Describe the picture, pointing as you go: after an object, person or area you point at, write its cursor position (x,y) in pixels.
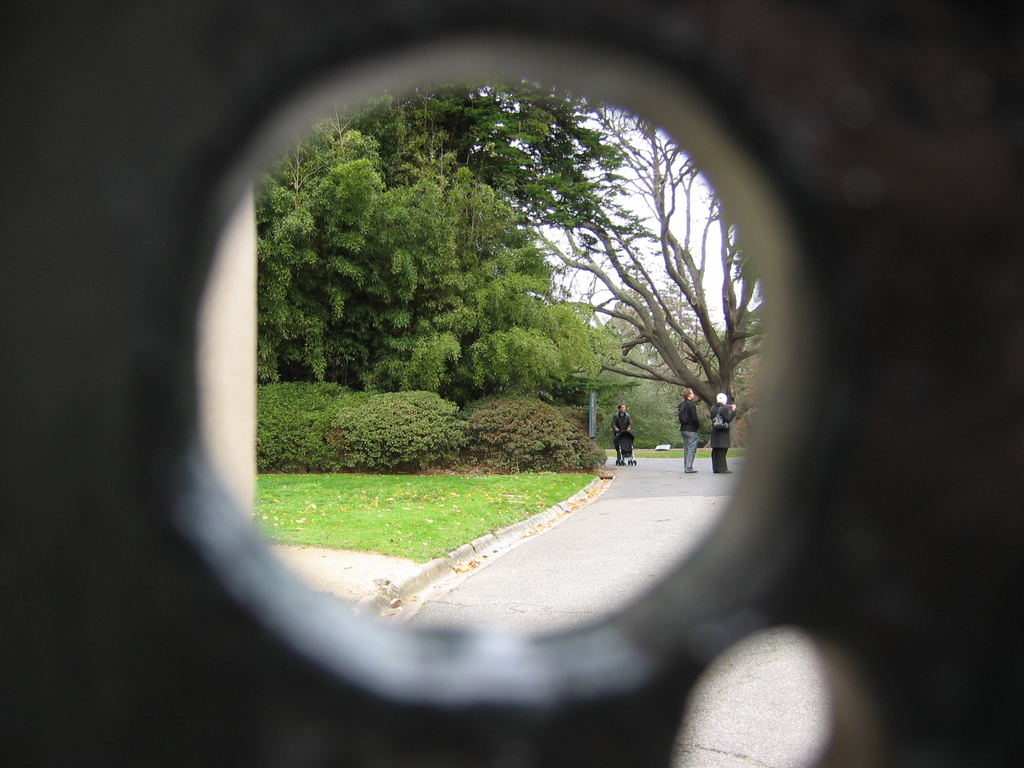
This picture contains a hole (233,226) from which we can see people (697,435) standing on the road (728,489). Beside them, we see the grass (392,495) and there are many trees (562,308) in the background (291,375). This picture is clicked from the room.
